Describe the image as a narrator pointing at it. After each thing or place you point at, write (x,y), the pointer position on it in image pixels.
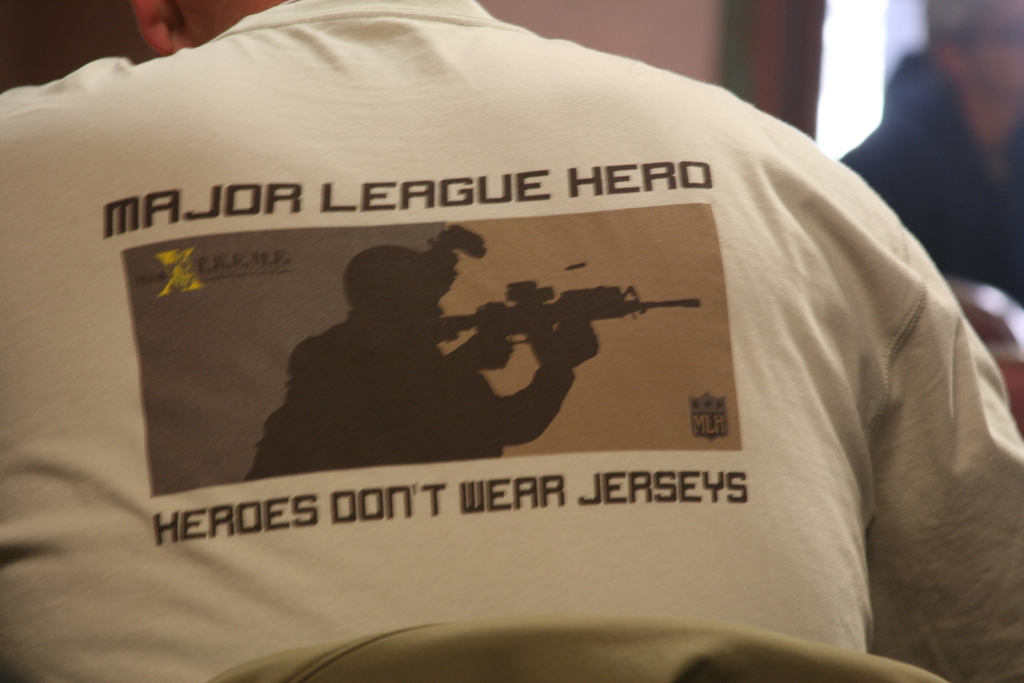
In this image we can see a person (442,121) wearing t shirt (351,74) with some text (648,499) on it. In the background (958,148) we can see a person (962,124).
